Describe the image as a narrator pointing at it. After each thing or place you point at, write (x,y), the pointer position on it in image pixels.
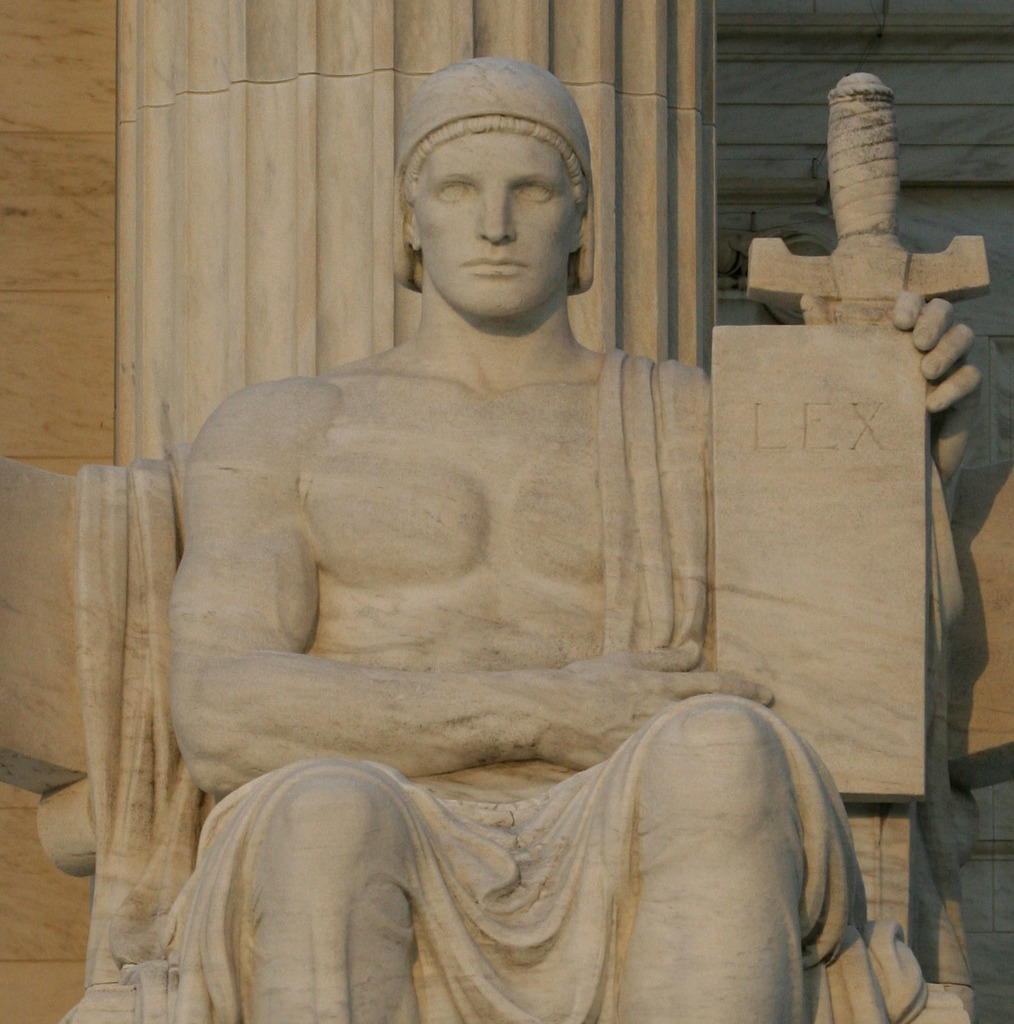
In the center of the image (365,406) there is a statue (948,578) of a person (328,403). In the background of the image (59,145) there is wall (99,27).
